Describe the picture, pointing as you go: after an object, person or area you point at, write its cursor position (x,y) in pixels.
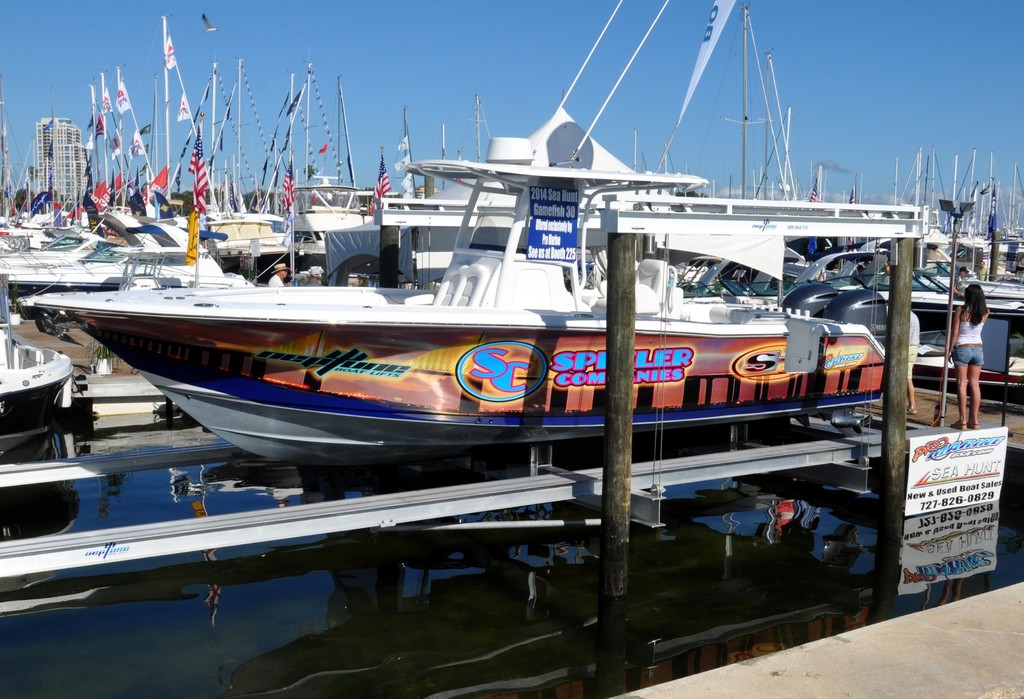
This is an outside view. In this image I can see many boats (483,215). On the left side (188,606), I can see the water (266,597). On the right side (961,334) there are two persons (962,325) standing on a wooden plank (1009,419) and there is a board (968,475) on which I can see some text (955,447). In the background (47,147) there is a building (56,158). At the top of the image (413,29) I can see the sky (380,45).
